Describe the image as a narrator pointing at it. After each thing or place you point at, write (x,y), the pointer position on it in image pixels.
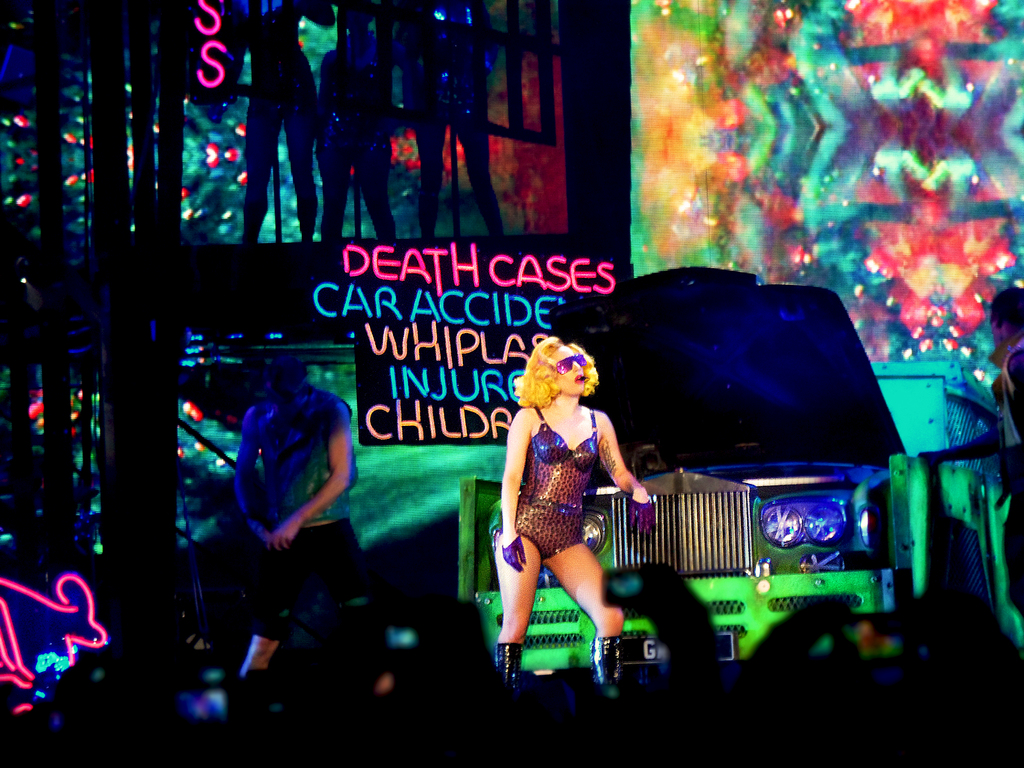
As we can see in the image there are few people (330,519) here and there. The people (660,640) in the front (671,697) are holding cameras (395,640) in their hands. There is a car (777,566) and banners (452,332).
